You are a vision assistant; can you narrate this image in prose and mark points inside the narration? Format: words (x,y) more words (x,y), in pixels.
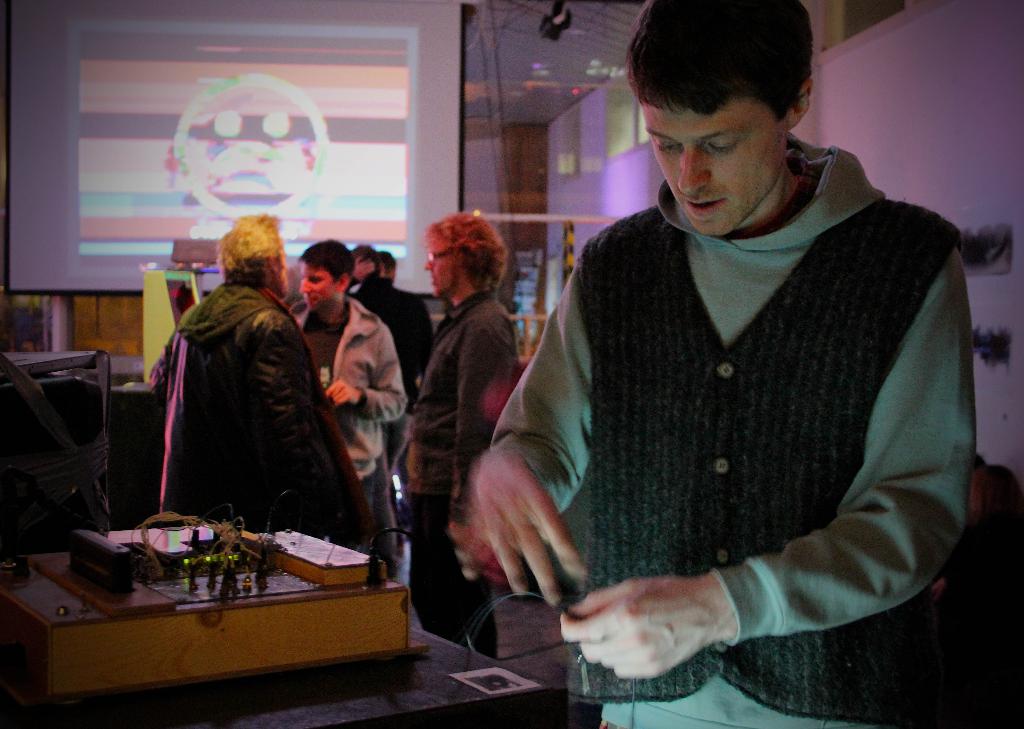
In this image I can see few people (272,363) are standing and I can see most of them are wearing jacket (478,325). Here I can see one of them is wearing specs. I can also see projector screen (76,270) in background (298,227).
